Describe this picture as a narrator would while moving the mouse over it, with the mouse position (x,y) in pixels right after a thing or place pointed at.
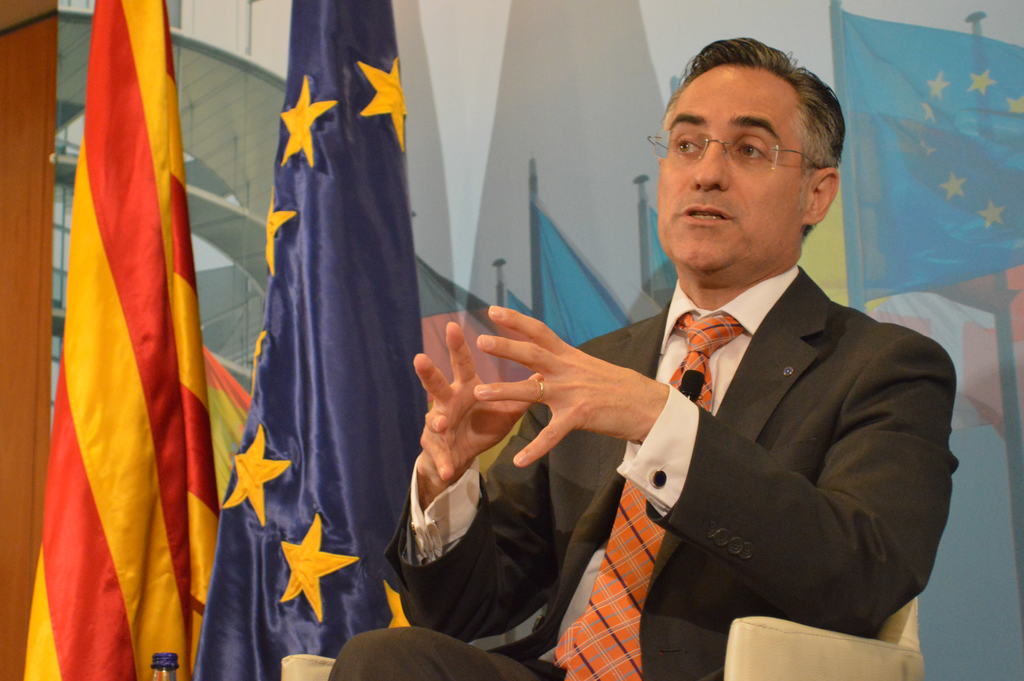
In the picture there is a person (703,337) sitting on a chair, he is talking, beside the person (715,345) there are two flags (80,592) present, there is a wall (828,72), on the wall (5,610) there is a painting (489,201).
